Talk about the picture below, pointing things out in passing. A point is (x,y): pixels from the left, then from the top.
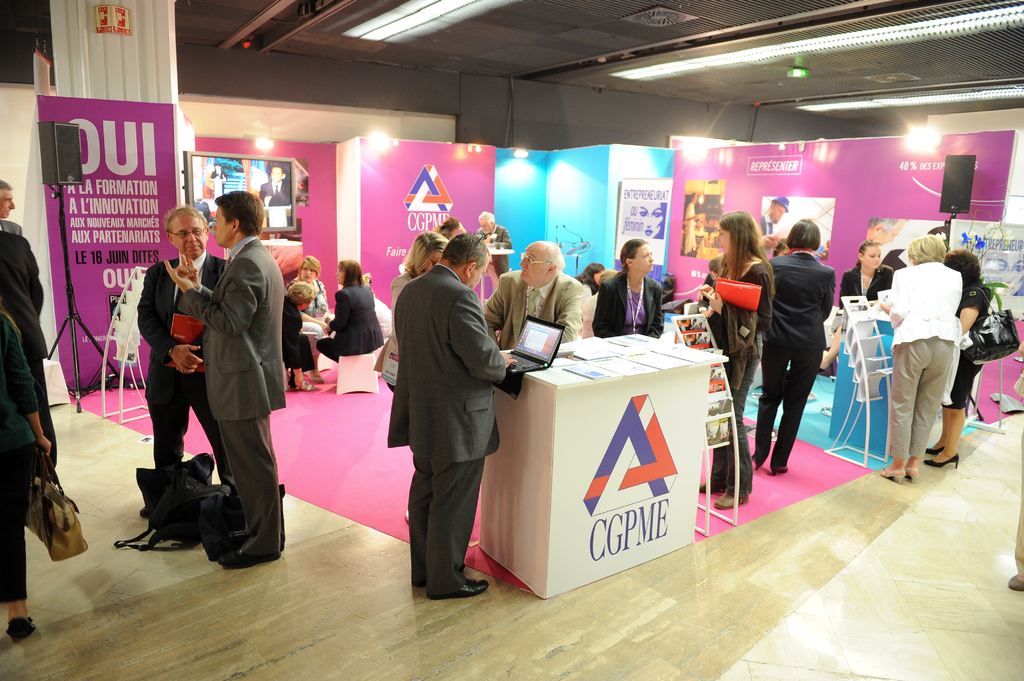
In this image few persons (301,346) are sitting on stools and few persons (264,315) are standing on the floor (110,490). There are few bags (189,522) are on the floor (142,580). A person (425,522) wearing a suit (497,366) is having a laptop (516,357) on the table (547,446). Beside there are racks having books (717,377) on it. There is a sound speaker (954,187). Behind them there are few stalls (933,186). Left side (20,629) there is a person (16,410) standing and holding a bag (50,517) in his hand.
